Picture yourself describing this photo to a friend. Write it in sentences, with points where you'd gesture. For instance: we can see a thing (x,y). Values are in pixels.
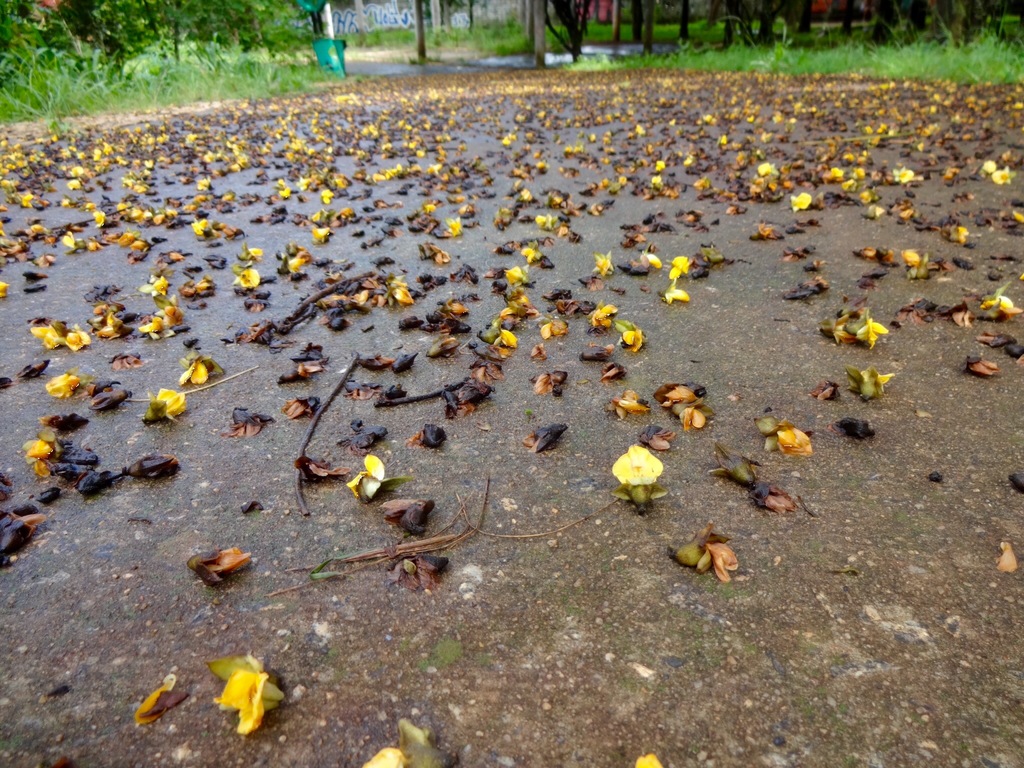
At the bottom of the image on the road (261,275) there are flowers (422,221). In the background (201,52) there is grass (222,52) and also there are tree trunks (636,22).
